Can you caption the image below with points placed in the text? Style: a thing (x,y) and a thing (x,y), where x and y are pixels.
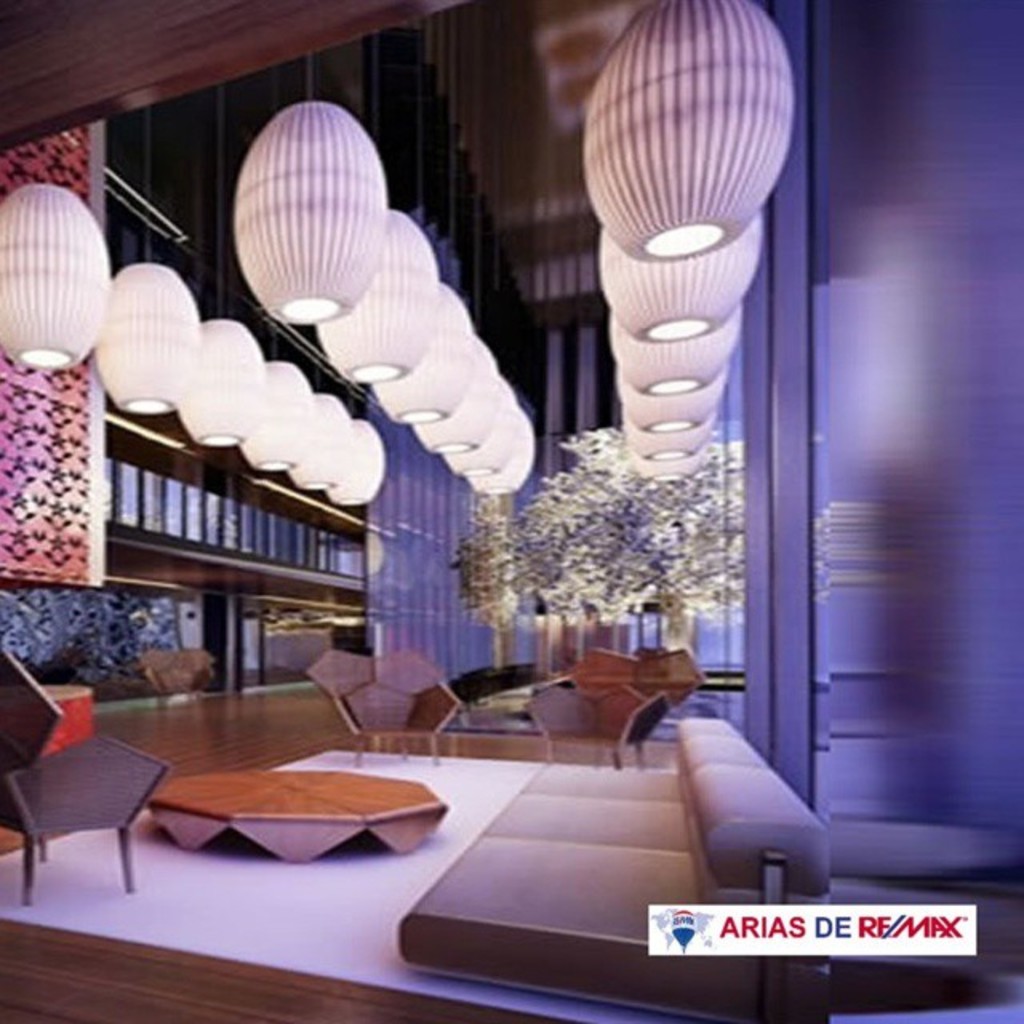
In this picture there are chairs (433,712) and flat sofa (561,846) at the bottom side of the image (343,701), there are lamps (43,225) on the roof (58,80) at the top side of the image (633,325), it seems to be there are plants (594,576), which are decorative plants (571,594) in the center of the image (650,586), there is a wall (60,504) on the left side of the image (22,504).
